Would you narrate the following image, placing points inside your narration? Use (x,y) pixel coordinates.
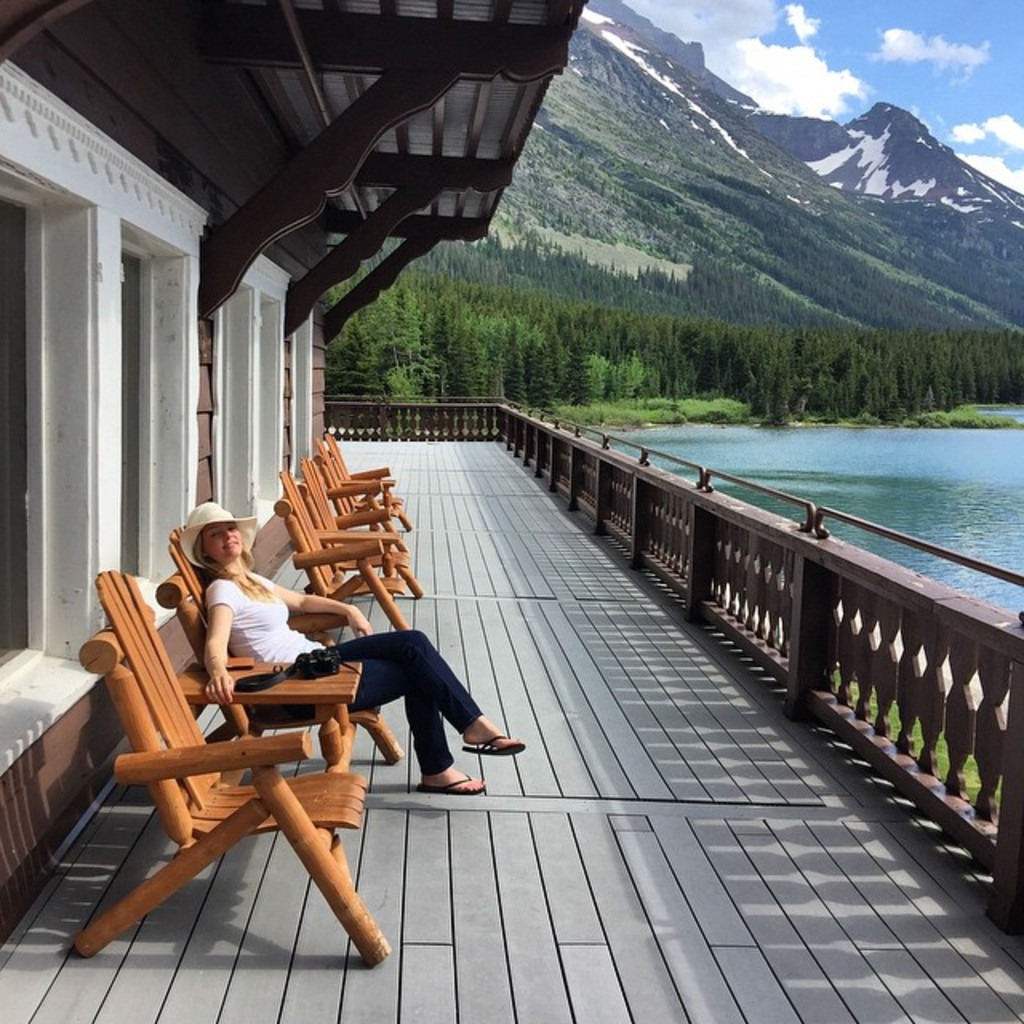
In this picture there is a woman (239,552) sitting on the chair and a camera (326,667) is on a wooden plank (274,694). There are few chairs (336,456). Some trees (468,319) and mountains (830,187) in the background (852,334). There is water (906,447). Sky (955,95) is blue in color and cloudy.
